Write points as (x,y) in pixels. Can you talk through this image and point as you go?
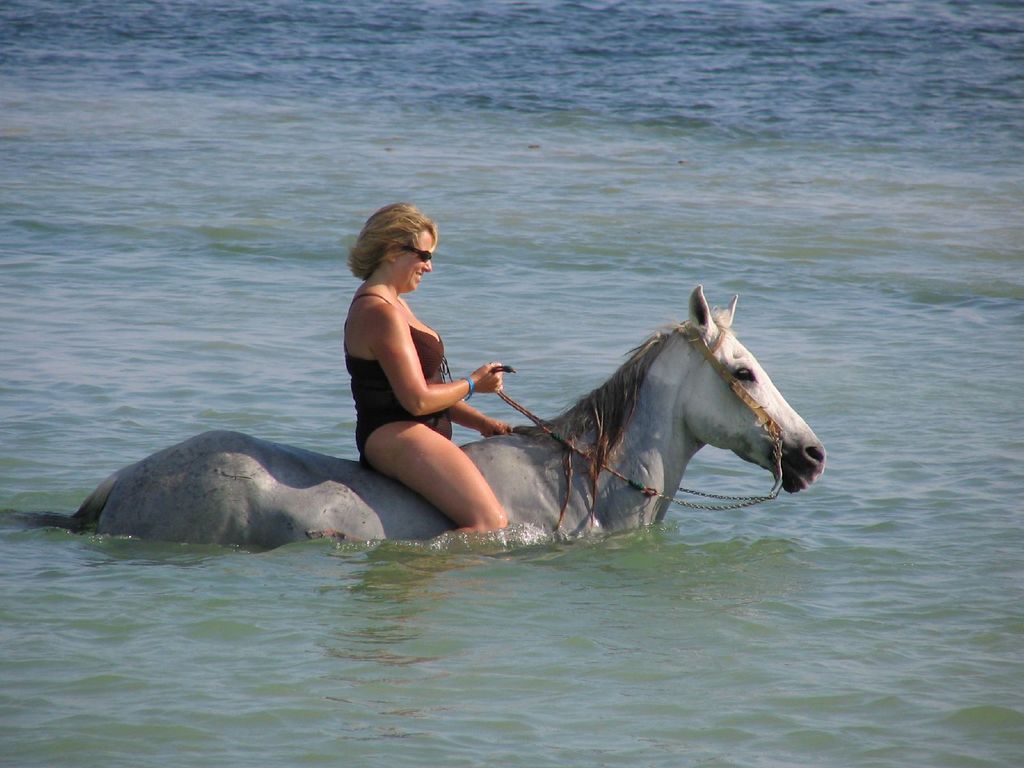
In this image, there is an outside view. There is a person (370,355) riding a horse (394,506) in water (383,617). This person (396,399) is wearing clothes (431,375) and sunglasses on her face (410,257).
